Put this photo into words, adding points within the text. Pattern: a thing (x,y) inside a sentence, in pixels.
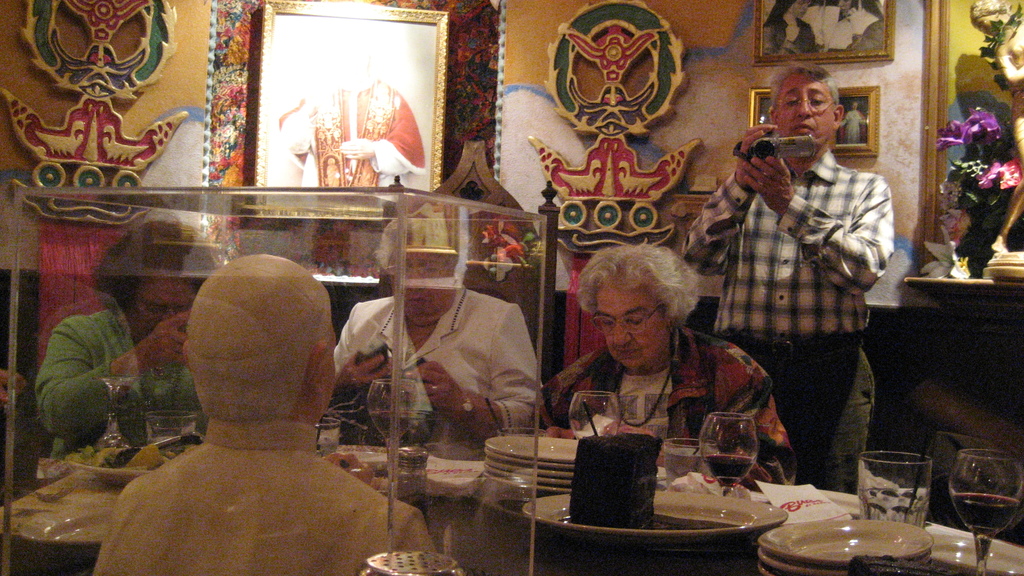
In this image there is a table (746,557) on which there are plates (668,493), glasses (727,428), tissue papers (711,484) and some food (599,446) on it. On the left side (215,407) there is a sculpture (263,398) which is covered with the glass (331,364). On the right side (814,215) there is a person (801,196) who is standing beside the people (634,335) who are eating by sitting in the chairs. In the background (457,62) there is a wall (507,29) on which there are photo frames (804,37) and some design art (85,82) on it. The man (764,132) on the right side (764,132) is holding the camera (762,151). On the right side (1020,131) top there is a sculpture (1020,131) beside the flower vase (976,201).
